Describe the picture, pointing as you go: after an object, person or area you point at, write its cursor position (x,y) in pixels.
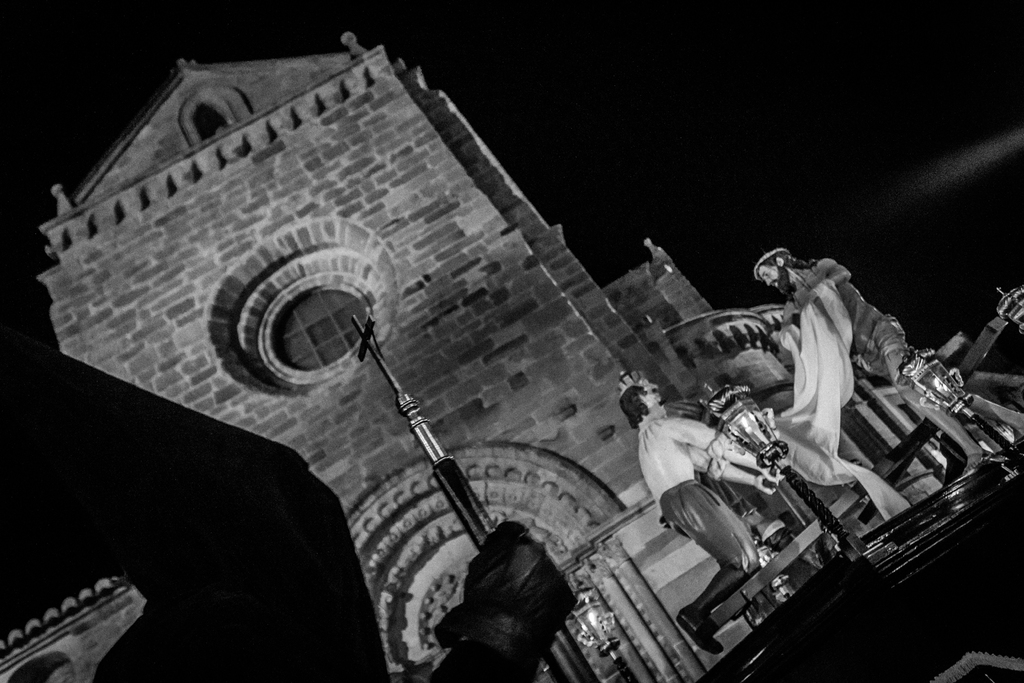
It is a black and white image. In this image we can see the outside view of the church (355,445). We can also see the depictions (823,271) of persons (843,361). Lights (759,432) are also visible in this image.
